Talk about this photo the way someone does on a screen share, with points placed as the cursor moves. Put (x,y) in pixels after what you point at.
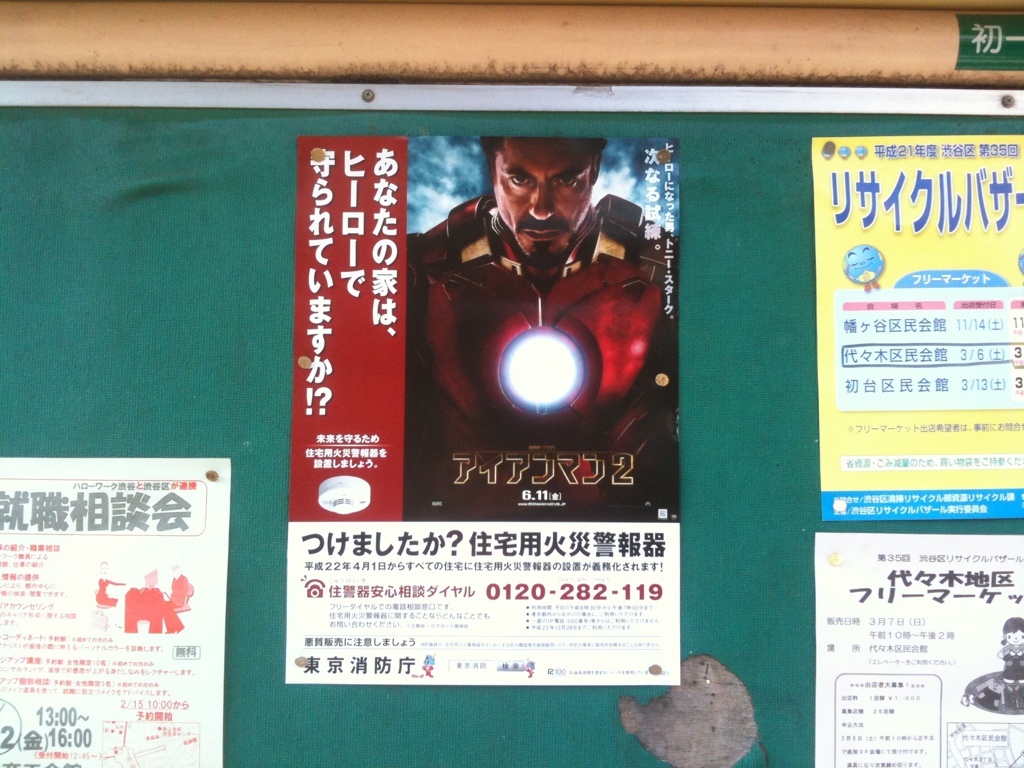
In this image there is a board (813,692), on that board (286,485) there are posters (899,584) on that posters (899,584) there is some text (928,668) and images (565,420).
